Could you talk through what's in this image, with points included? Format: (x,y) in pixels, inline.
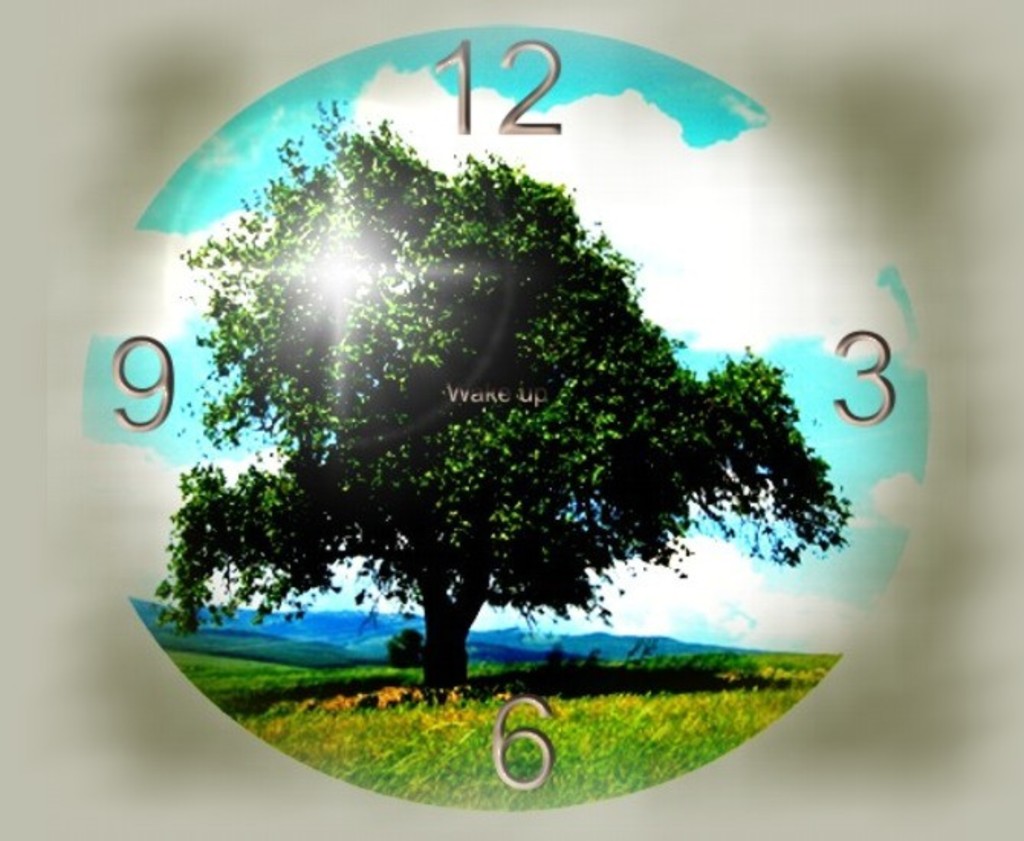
In this image, we can see a clock (688,444). We can see the image of a tree (522,510), ground (507,725) with grass (473,713), mountains (264,649) and the sky (562,142) with clouds (581,142).
